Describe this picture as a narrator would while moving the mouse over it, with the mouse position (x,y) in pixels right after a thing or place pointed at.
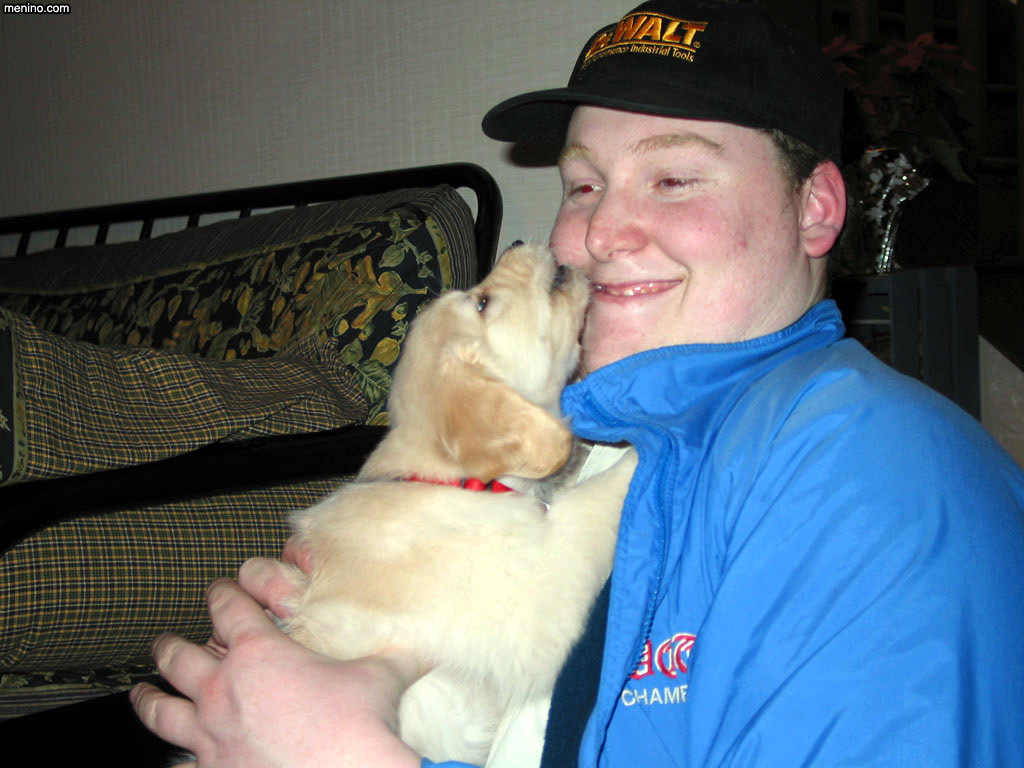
In the image in the center (681,376) we can see one person (766,634) sitting and holding dog (593,521). And he is smiling, which we can see on his face (721,289). In the background (553,4) there is a wall (266,96), watermark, sofa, pillow (79,366) and few other objects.
